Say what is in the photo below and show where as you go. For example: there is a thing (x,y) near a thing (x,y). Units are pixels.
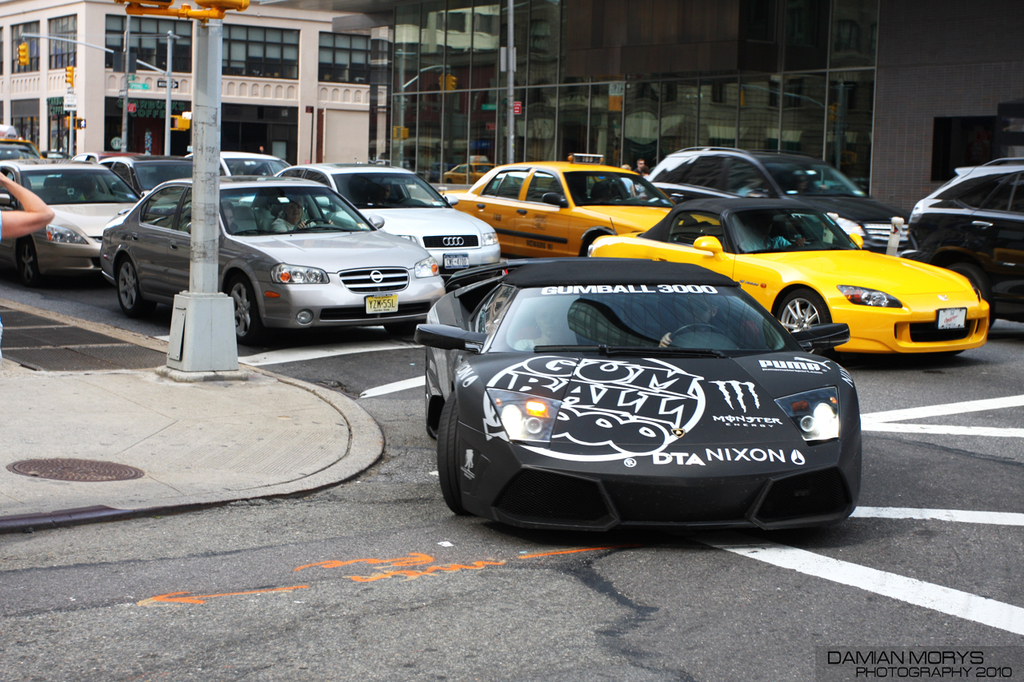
In this image in the center (523,386) there are a group of cars (490,237), and also there are some poles (214,284). At the bottom (842,550) there is a road (325,519) and on the left side (51,214) there is one person's hand (9,182) is visible, and in the background (60,76) there are traffic signals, poles (172,37), buildings (232,98) and some boards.
